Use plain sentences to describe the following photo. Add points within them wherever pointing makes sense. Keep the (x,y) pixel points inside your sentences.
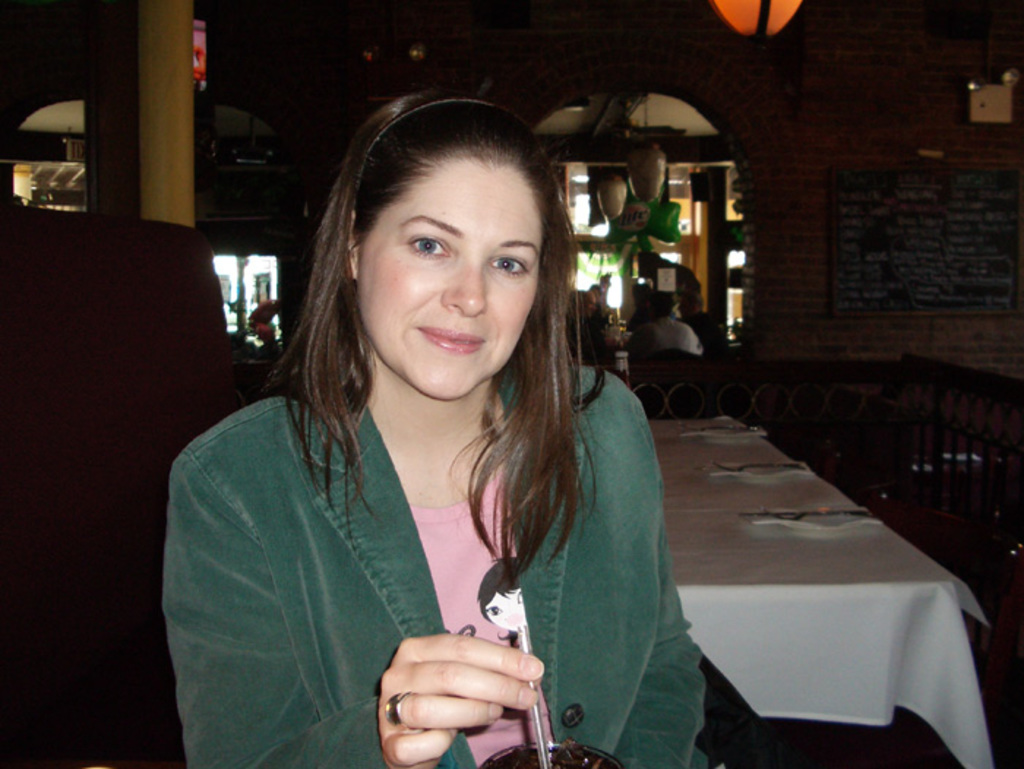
There is a woman (299,534) wearing green jacket (284,589) and holding an object (537,732) in her hand (526,667) and there is a table (691,456) and chairs (827,454) behind her.
